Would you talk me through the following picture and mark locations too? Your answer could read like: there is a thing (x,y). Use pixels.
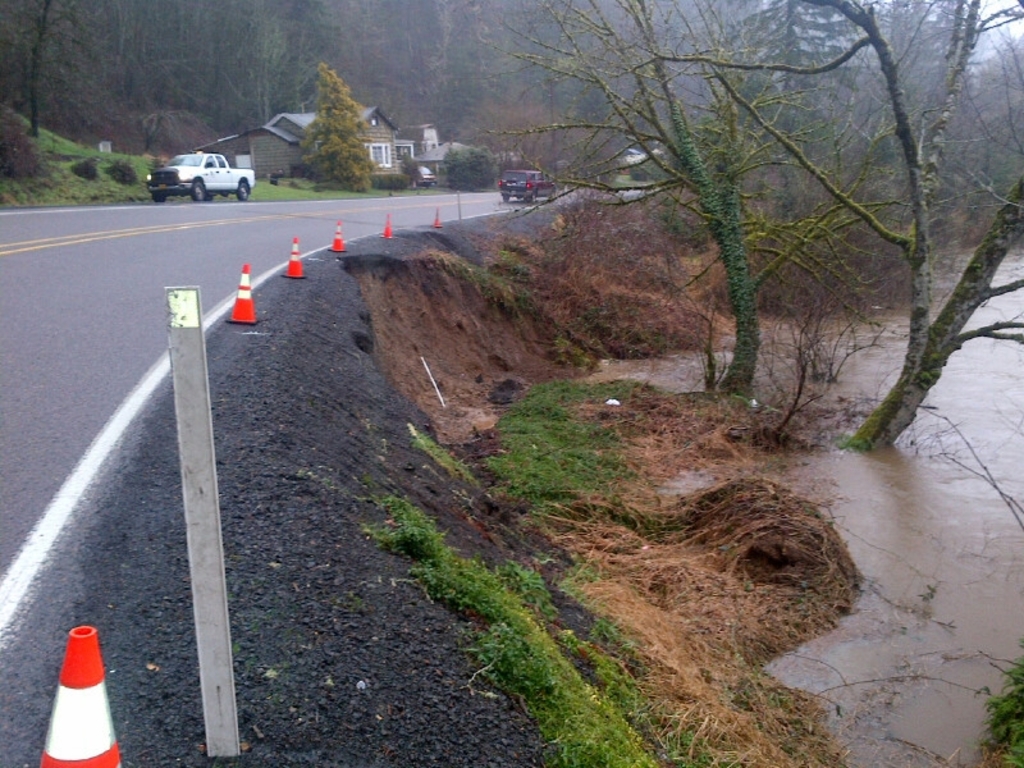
In this image there are two cars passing on the road surface (222,258), on the either side of the road (327,223) there are trees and houses (307,120).
